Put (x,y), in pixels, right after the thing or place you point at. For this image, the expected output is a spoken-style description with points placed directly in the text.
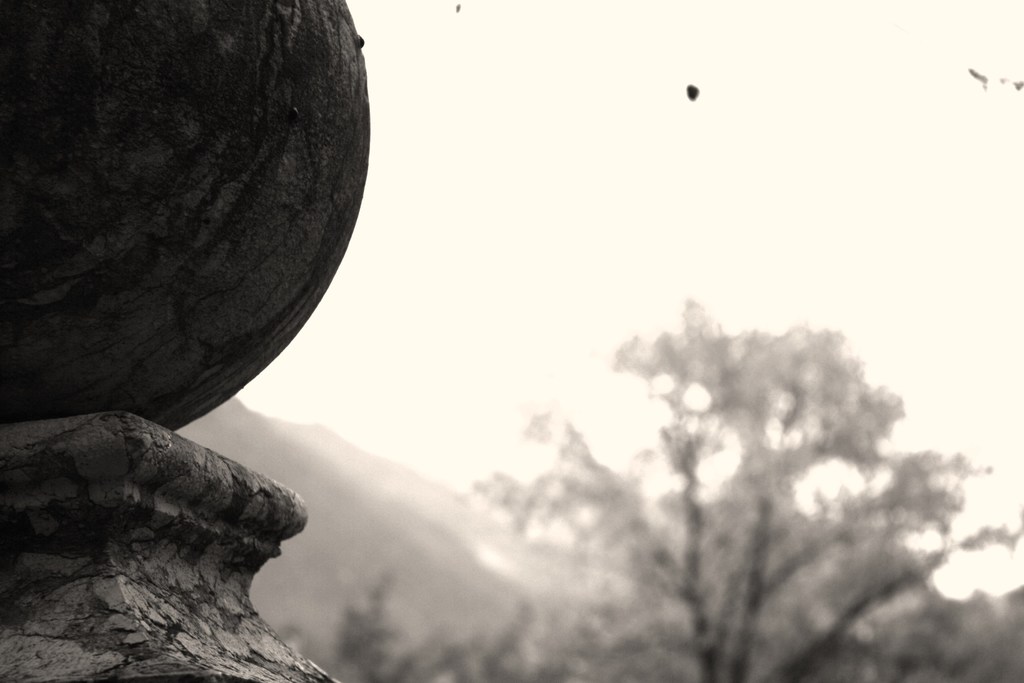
This is a black and white image. To the left side of the image (243,172) there is a spherical structure (187,274). In the background of the image (681,552) there is tree (829,508) and sky (586,253).
